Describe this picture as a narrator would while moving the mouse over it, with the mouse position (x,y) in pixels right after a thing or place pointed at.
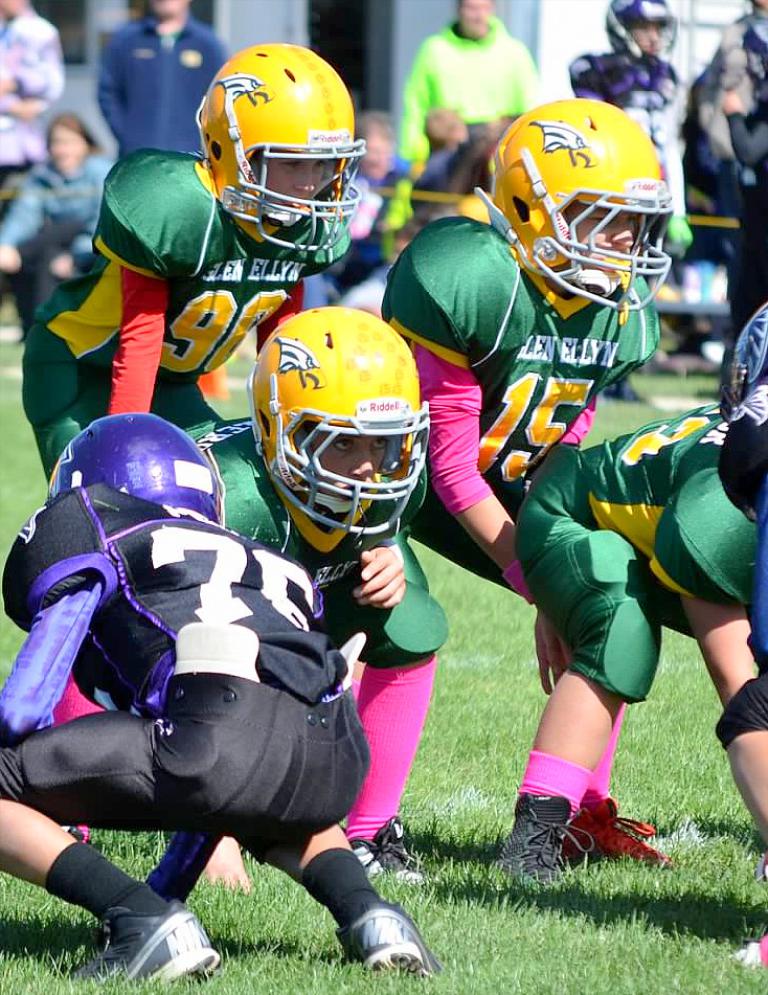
In the image we can see there are people (361,513) playing, they are wearing clothes (415,569), helmet (277,158), socks (384,677) and shoes (391,938). There is grass (530,886) and the background (351,50) is blurred.
